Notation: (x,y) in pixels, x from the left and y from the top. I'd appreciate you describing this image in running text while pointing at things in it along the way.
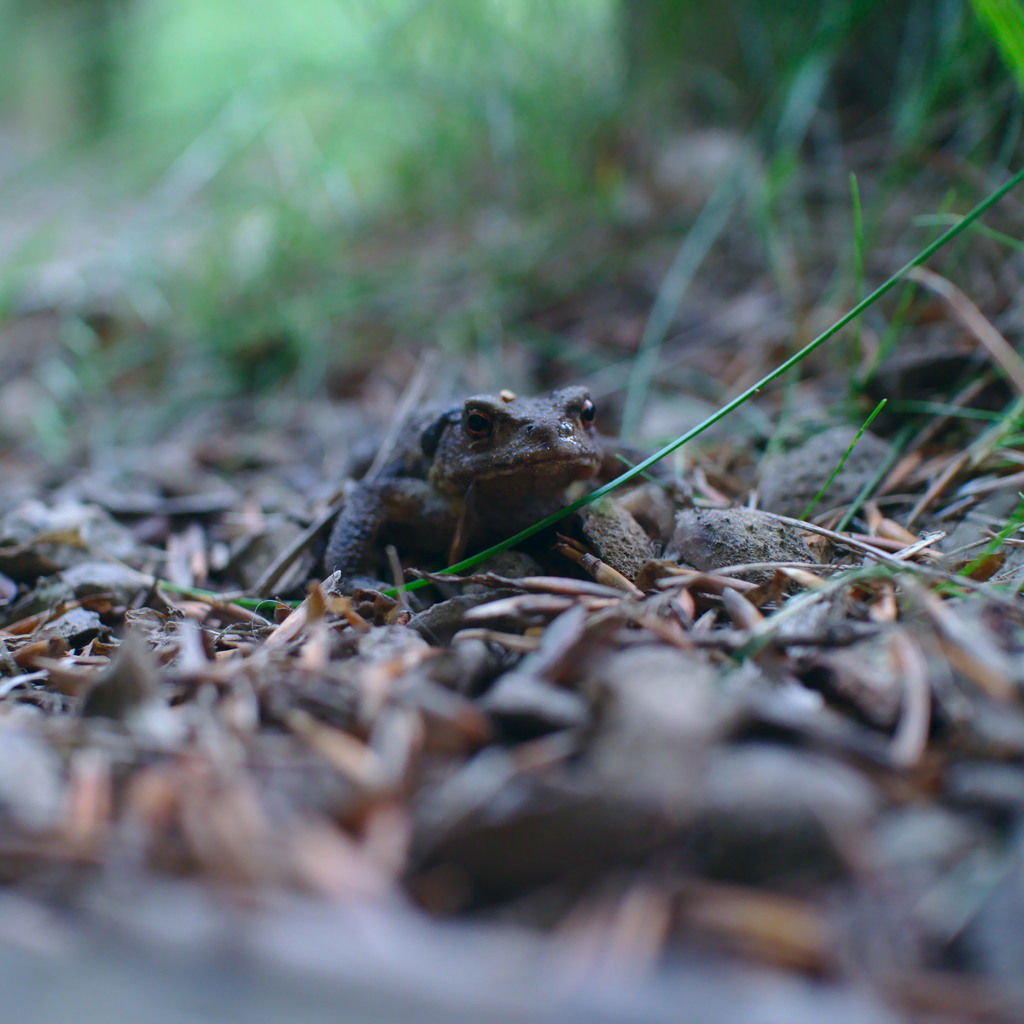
In this image we can see a frog (523,407) which is on the ground (659,545) and the background (303,287) is blurry.
